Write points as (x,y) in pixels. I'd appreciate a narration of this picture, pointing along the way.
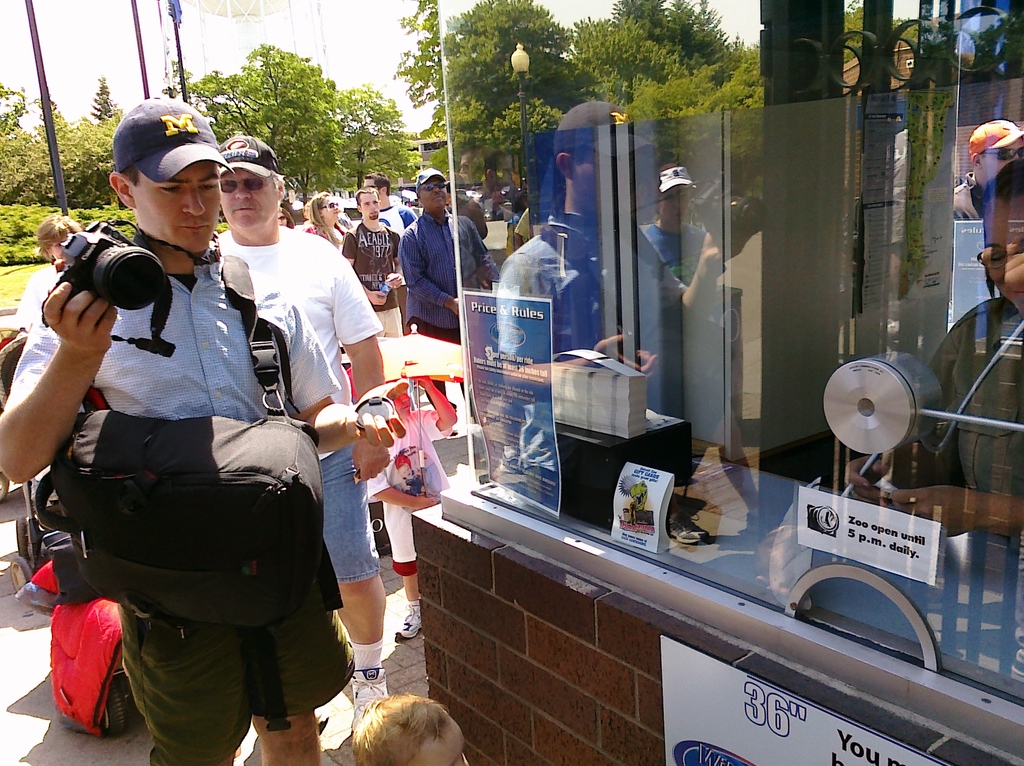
On the left side of the picture (313,265) there is a people (302,277) standing. In the foreground (149,450) there is a person (128,360) holding camera (119,286) and wearing bag (268,441). On the right (693,306) there is a room (692,437) with glass window (688,336), inside the room (893,401) there is a person (993,337). In the background (287,75) there are trees (304,105) and poles (52,146). It is sunny.
